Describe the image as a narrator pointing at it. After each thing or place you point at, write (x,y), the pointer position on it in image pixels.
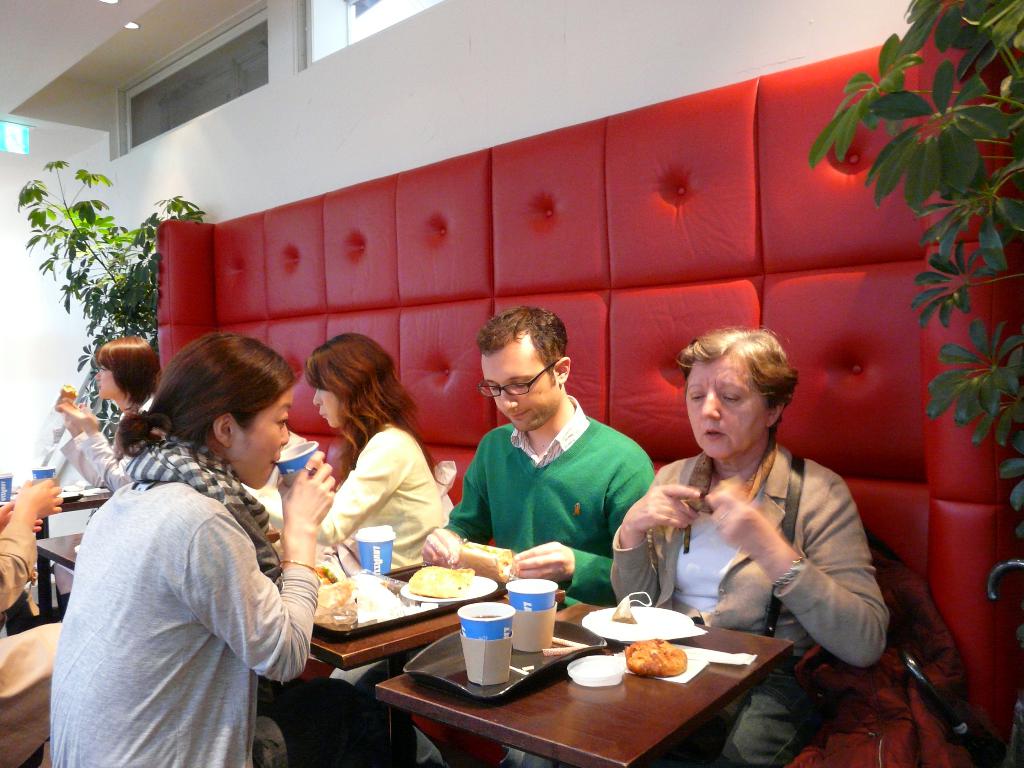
In the left side (220,634) a beautiful woman (250,649) is sitting on the chair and drinking the drink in a cup (302,462). In the right side (753,332) a woman (768,338) is sitting in a sofa (697,306), beside her there is a man (621,436) he wore a green color sweater (569,489). This is a dining table (558,618) in the middle of an image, these are the plants (146,239).
